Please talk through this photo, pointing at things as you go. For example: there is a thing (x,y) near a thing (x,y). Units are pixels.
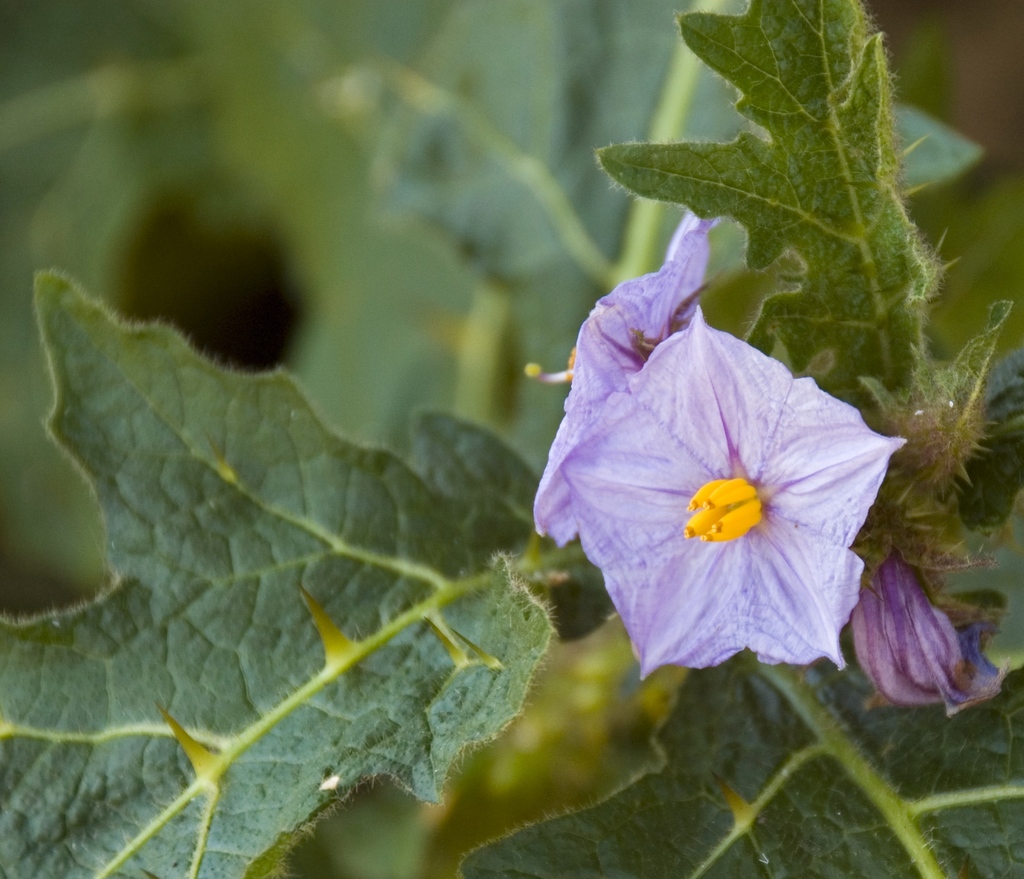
In this image we can see flowers (740,463), plant (473,653), and the background (193,213) is blurred.
